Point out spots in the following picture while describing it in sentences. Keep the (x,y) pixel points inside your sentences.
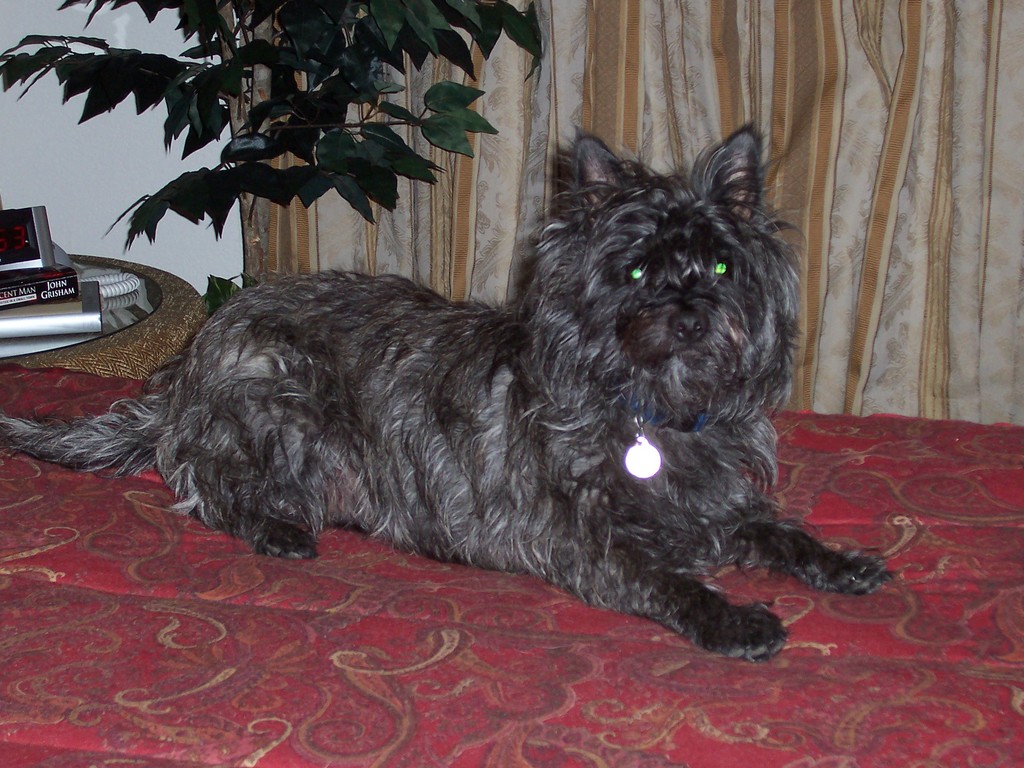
In this image I can see a dog (551,336) which is black and cream in color is laying on the red and brown colored surface (398,601). I can see a blue colored belt (639,414) to its neck (643,401). In the background (297,167) I can see a plant (334,127) which is green in color, the curtain (677,50) which is cream and brown in color, a telephone (129,281) and few other objects (70,276) on the table (162,332).
